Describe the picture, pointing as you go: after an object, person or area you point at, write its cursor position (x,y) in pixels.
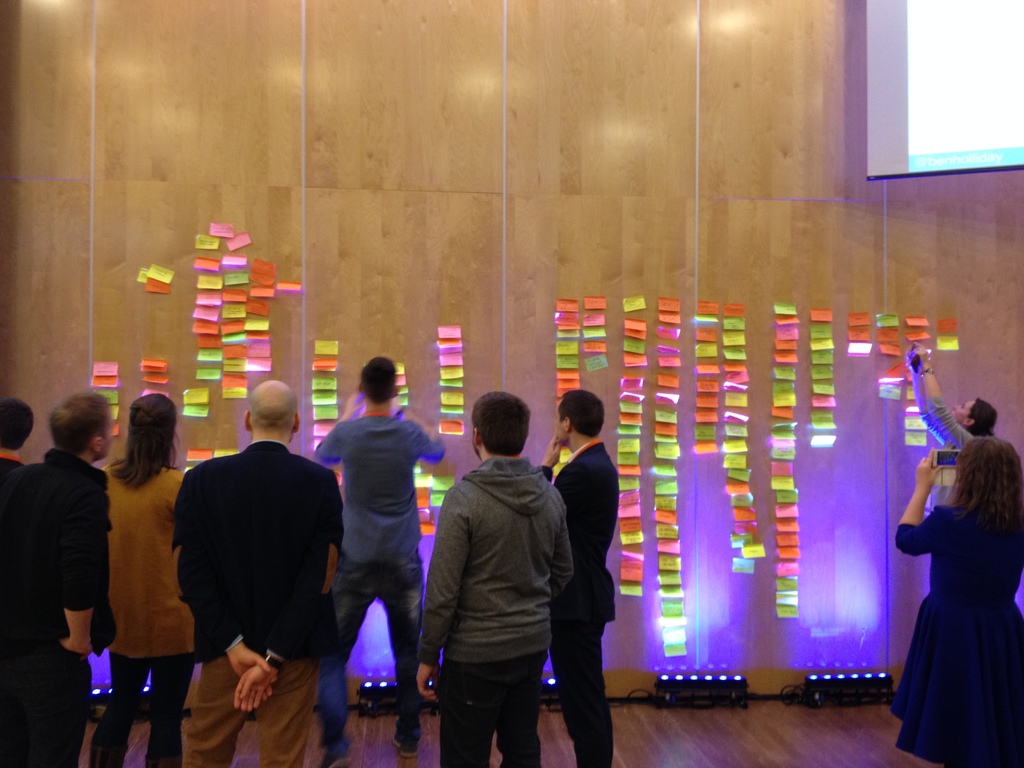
In this image I can see some people (374,584) are standing. In the background (536,415), I can see something on the wall (331,151).
